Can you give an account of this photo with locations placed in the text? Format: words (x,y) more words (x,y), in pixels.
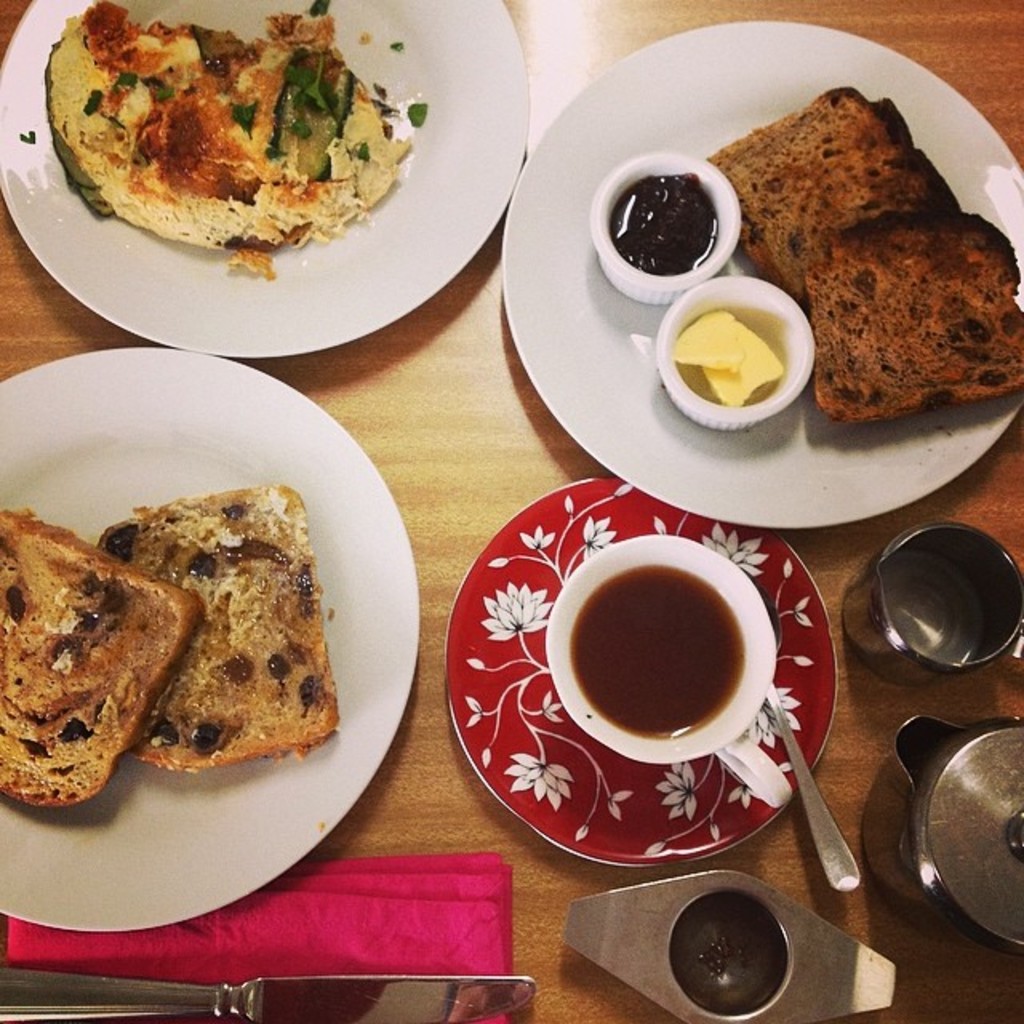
In this image we can see a table (459,302), on the table (408,358) there are some plates (282,423), bowls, cups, napkin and a spoon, in the plates (277,305) there is some food (284,184) and in the cups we can see the tea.
